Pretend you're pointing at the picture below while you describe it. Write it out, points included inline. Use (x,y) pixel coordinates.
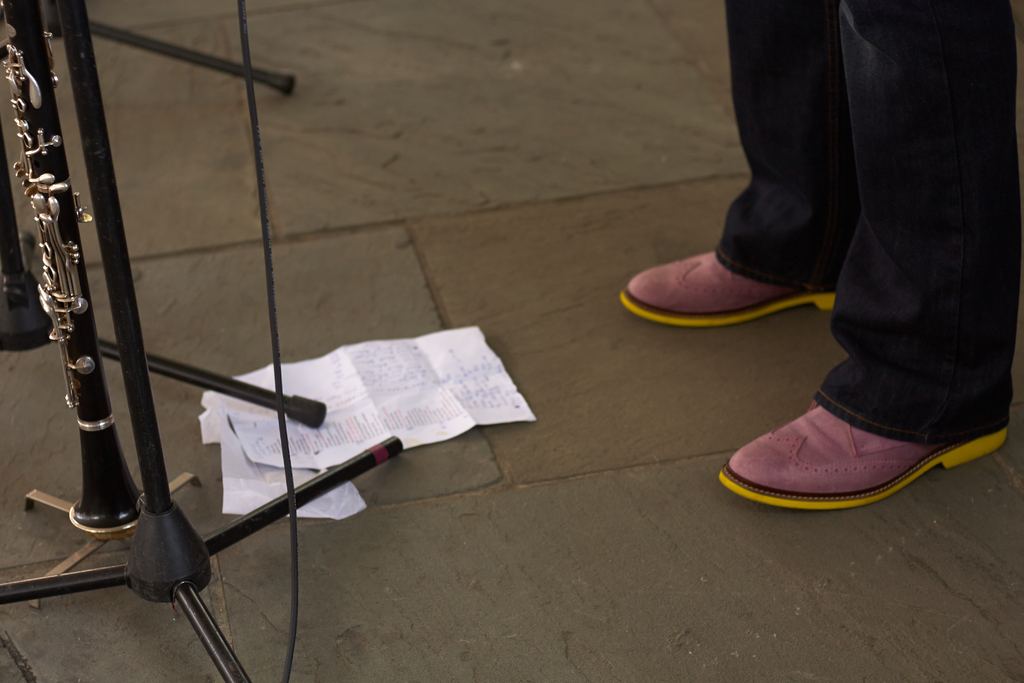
In this image, we can see the ground (453,563) with some stands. We can also see some papers (270,458). We can see the legs (897,289) of a person (867,381).
